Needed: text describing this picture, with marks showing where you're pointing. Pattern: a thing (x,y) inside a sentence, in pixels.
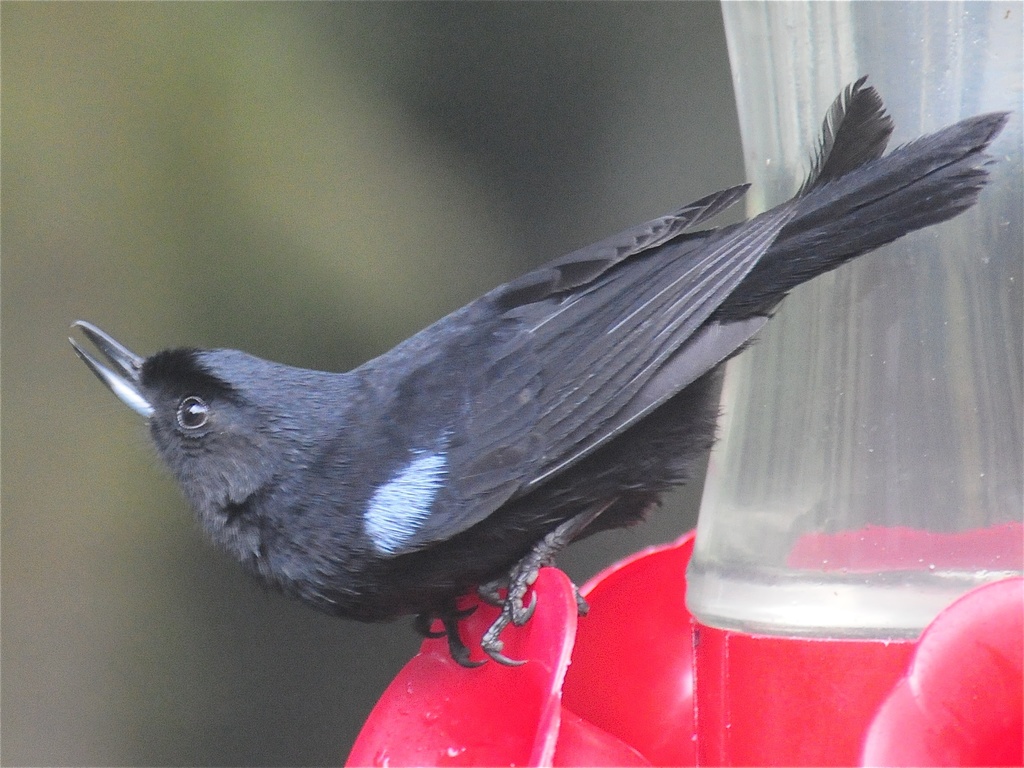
This image consists of a bird (407,459) in black color. On the right (933,651), we can see an object (933,561) in red color. The background (97,586) is blurred.
